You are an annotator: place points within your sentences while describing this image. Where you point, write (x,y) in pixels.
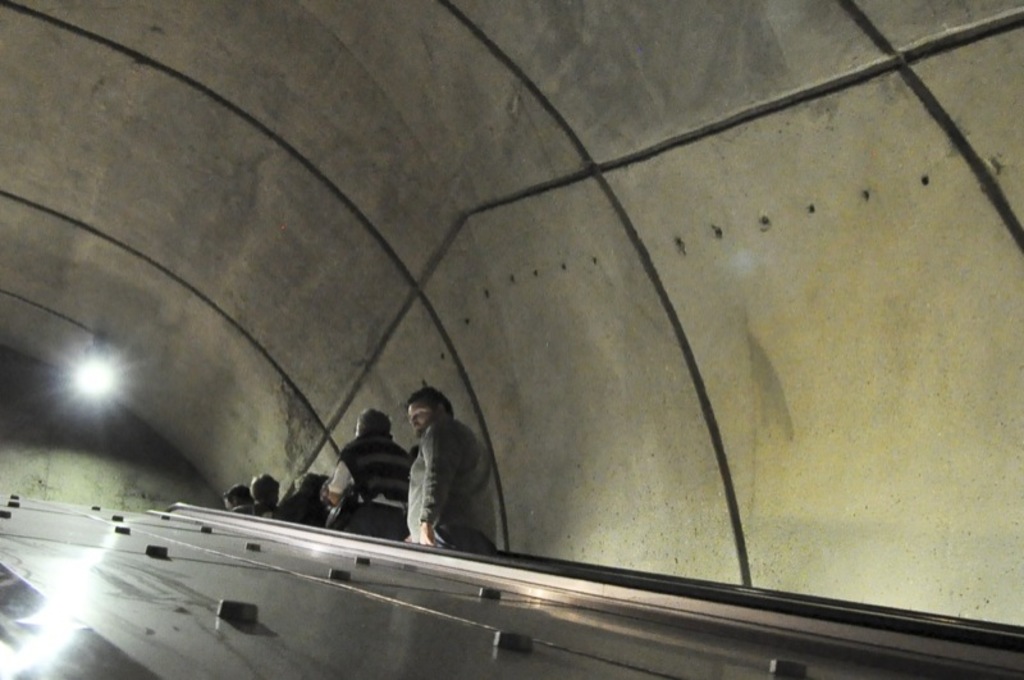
In this image I can see the tunnel (515,423) which is cream and black in color and I can see few persons (482,455) standing, a light (90,358) and the metal surface (280,585).
